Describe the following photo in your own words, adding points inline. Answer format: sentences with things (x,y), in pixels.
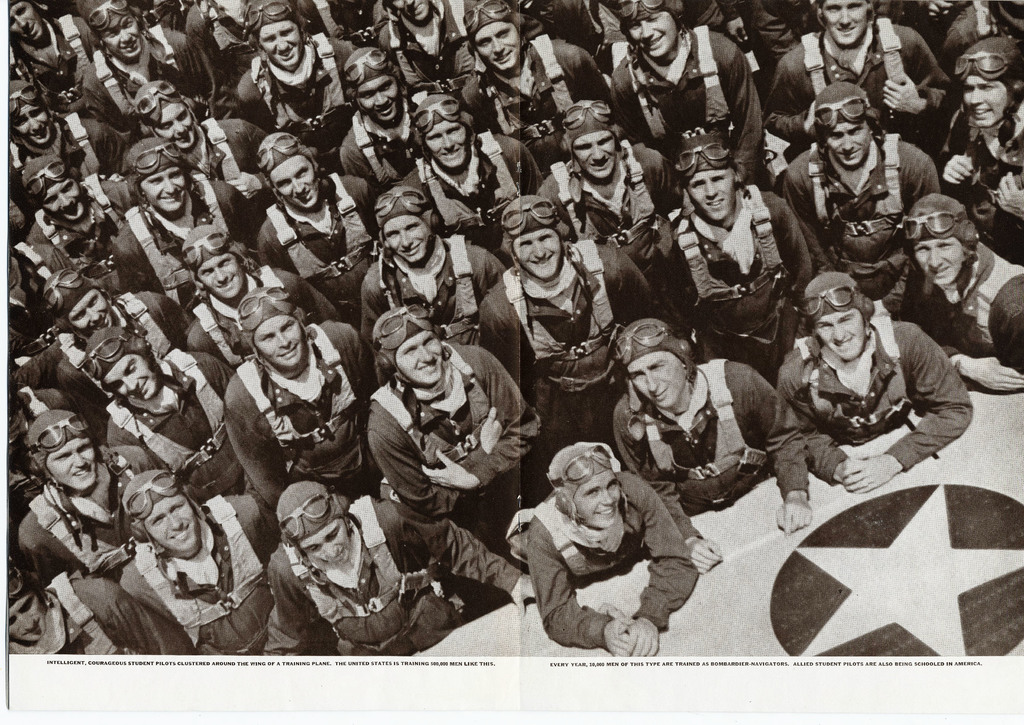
This is a black and white picture. In this image there are many people (392,226) wearing cap (674,353) and goggles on the head (85,452). In the right corner (811,569) there is a logo (876,541). At the bottom of the image (950,664) something is written.
